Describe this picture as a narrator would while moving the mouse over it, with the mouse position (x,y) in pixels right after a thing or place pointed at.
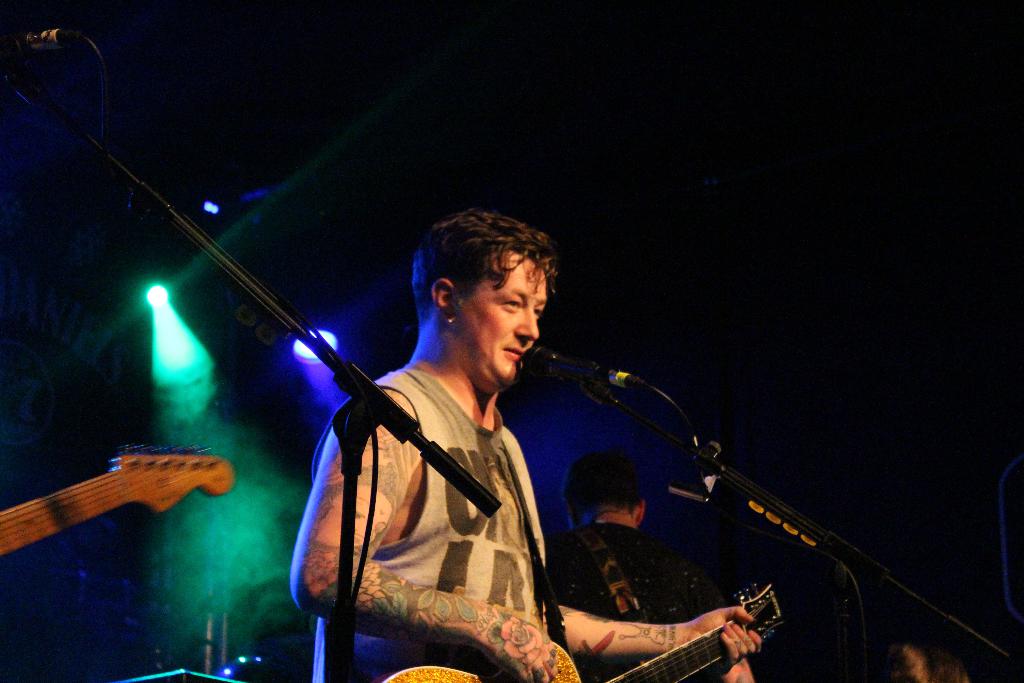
A person (498,589) is holding guitar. In front of him a mic (546,371) and mic stand (462,485) is there. Behind him another person (626,560) is standing. There are some lights (180,336) in the background (299,345).
